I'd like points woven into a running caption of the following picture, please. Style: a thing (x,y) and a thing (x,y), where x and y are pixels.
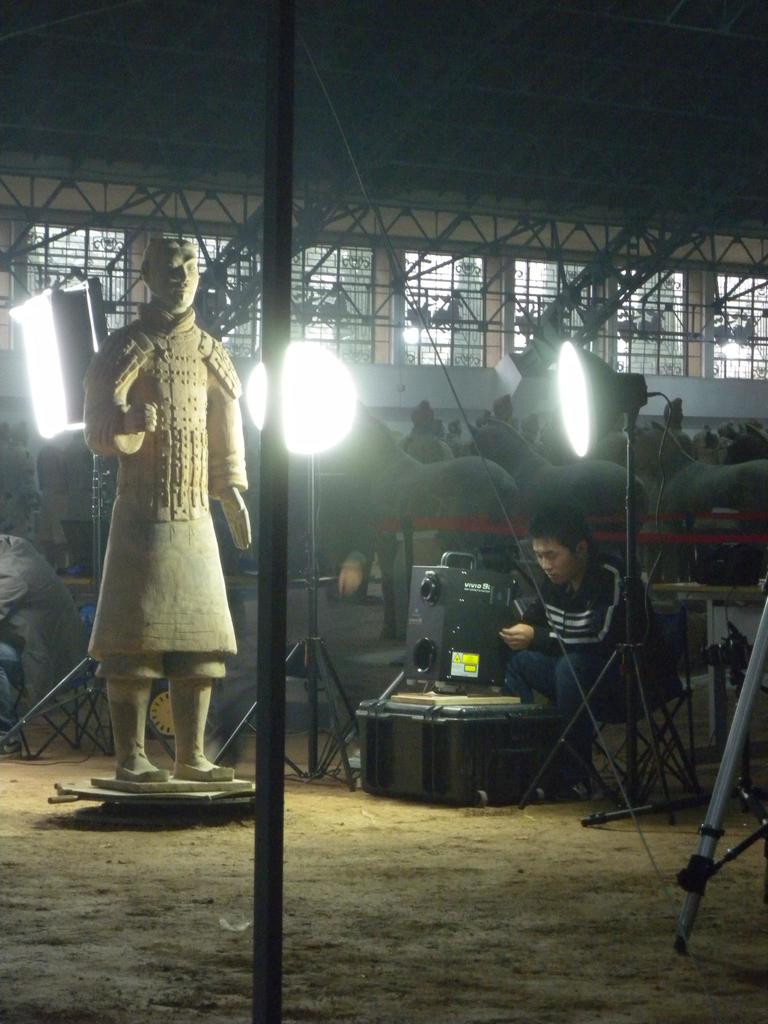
On the left side of this image (126,531) there is a statue (121,697). On the right side (587,582) there is a person (612,646) sitting. Around him there are few machine tools (503,709) and there are few lights (298,398). In the background (497,286) there is a building (446,286). This is an image clicked in the dark.
